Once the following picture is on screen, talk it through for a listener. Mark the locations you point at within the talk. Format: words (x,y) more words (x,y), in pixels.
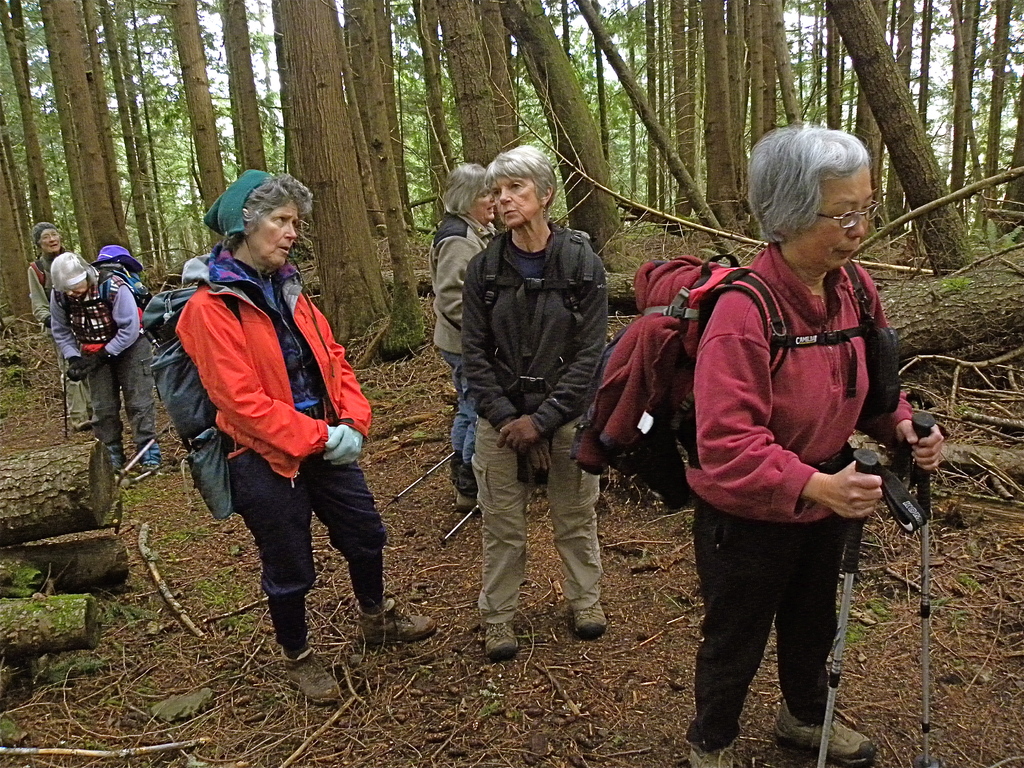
This image consists of few people (509,377). They are wearing backpacks (171,337). In the front (755,448), the woman (715,457) is holding the sticks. At the bottom (399,746), there is ground (232,685). In the background (988,306), there are many trees (497,122). It looks like it is clicked in a forest (714,41).
